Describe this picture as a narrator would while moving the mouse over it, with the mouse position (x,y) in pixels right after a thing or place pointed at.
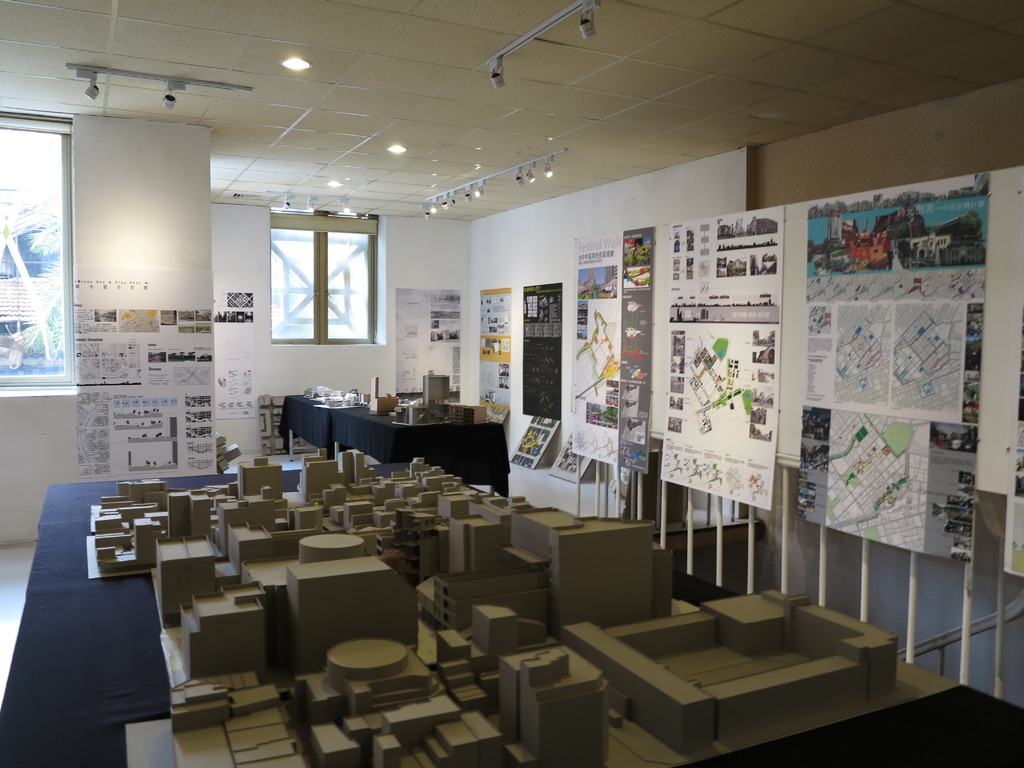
In this image, we can see architectures (313,466) on the table (383,426) and in the background (733,370), there are posters (639,315), boards (684,364) and some papers (611,318) are on the wall (462,351) and we can see some other objects (394,400) on the stands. At the top (119,72), there are lights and we can see rods (326,211) and there is a window (293,284).
